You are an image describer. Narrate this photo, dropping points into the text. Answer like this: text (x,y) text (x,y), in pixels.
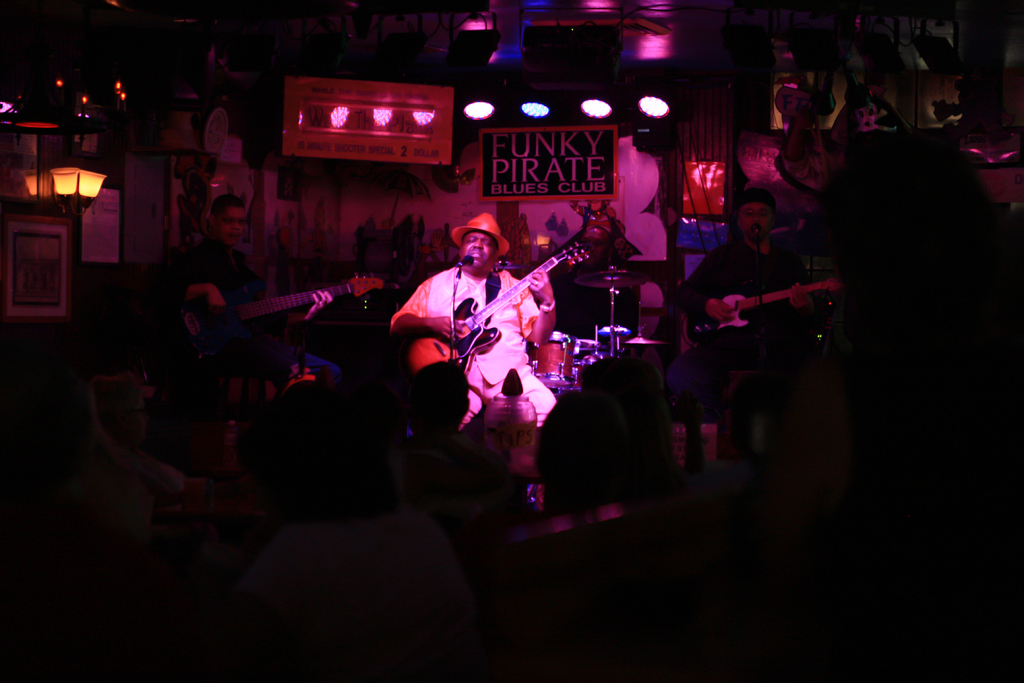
in this image some people (699,379) are on the stage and playing the guitar (217,337) and some instruments (600,346) are there and some lights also there and back ground (243,125) is very dark.
